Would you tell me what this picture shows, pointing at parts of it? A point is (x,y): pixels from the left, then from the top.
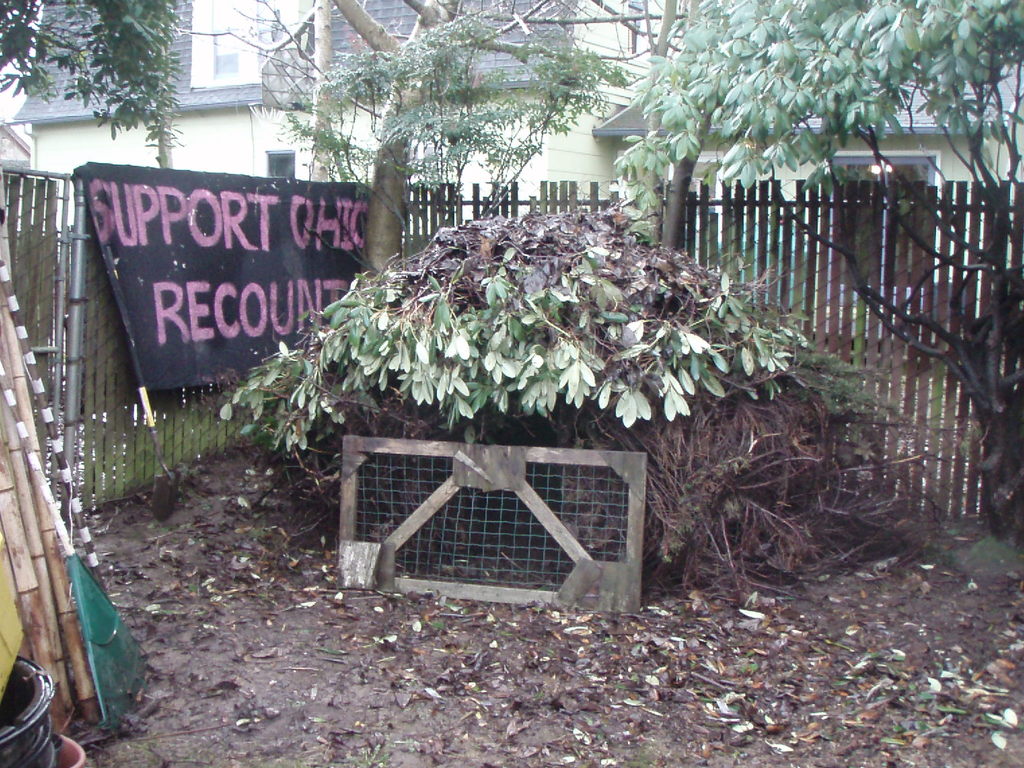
In this picture I can see the trees (383,249). I can see the wooden fence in the background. I can see the banner (273,340) on the left side (262,352). I can see the buildings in the background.
